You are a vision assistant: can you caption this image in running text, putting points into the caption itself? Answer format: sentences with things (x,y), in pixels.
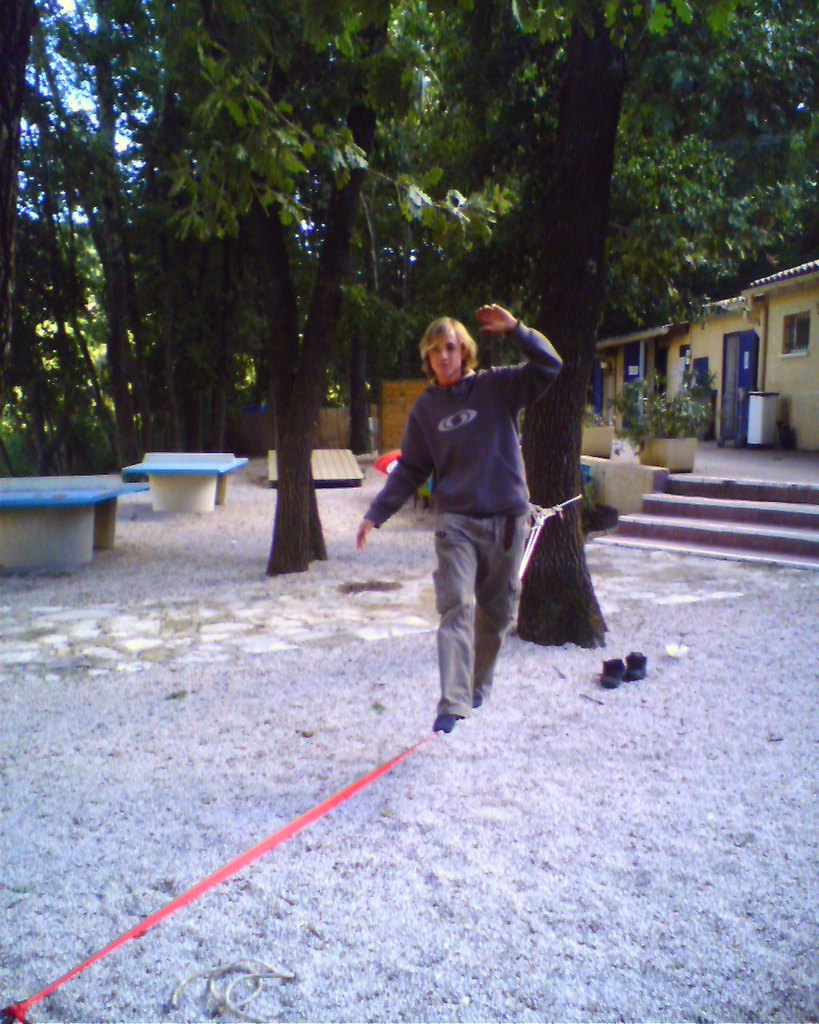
In this image I can see the person (450,572) is standing. I can see few trees (581,265), buildings (789,381), flowerpots (675,427), stairs (771,496), benches (82,486), few objects (332,808) and the sky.
